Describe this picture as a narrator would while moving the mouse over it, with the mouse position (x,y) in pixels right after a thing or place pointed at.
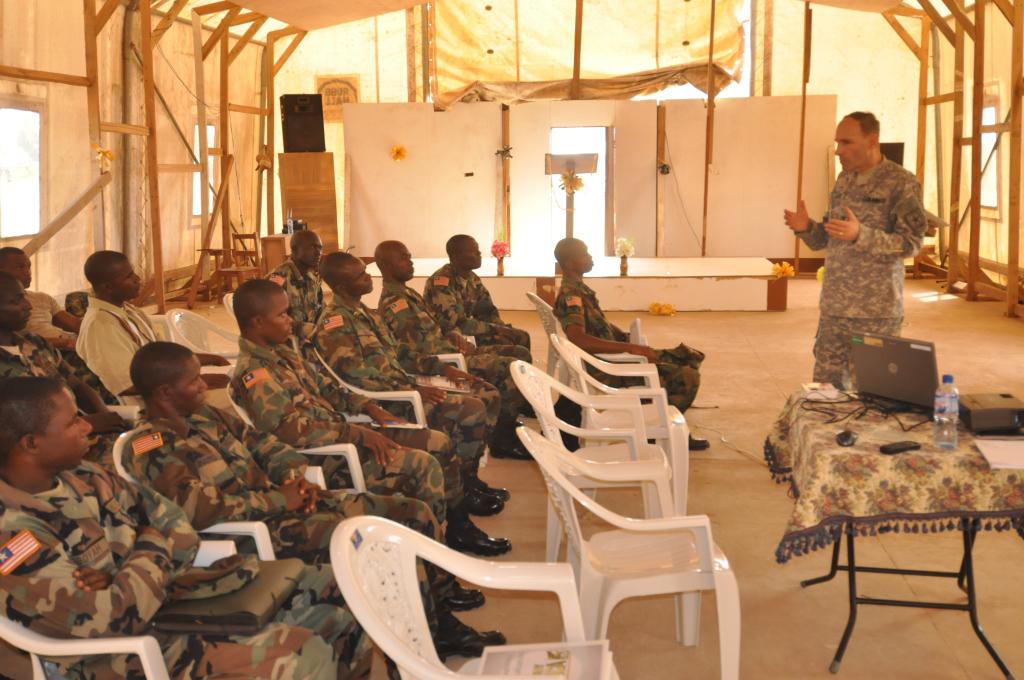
In the image we can see group of peoples (106,318) were sitting on the chairs (312,452). Coming to the right side (864,225) we can see one man (864,226) standing. And on the bottom right (893,476) we can see the table (939,463), on table (971,448) we can see the monitor (919,370), water bottle (944,391) etc. And in the center (612,449) we can see some empty chairs (621,579). And coming to the background (480,66) we can see sheet (531,58), speaker (291,110).
